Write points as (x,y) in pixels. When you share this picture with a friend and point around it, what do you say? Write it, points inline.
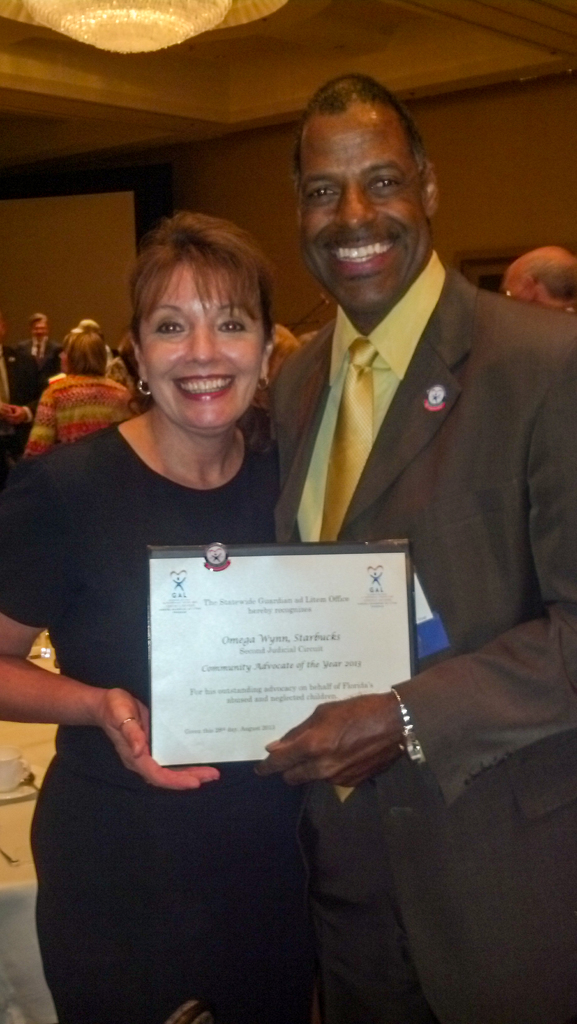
In this picture we can see a man (399,504) and a woman (211,499) standing and holding a certificate (245,622), in the background (102,389) there are some people (67,371) here, we can see a table (23,878) on the left side (19,888), we can see a chandelier (135,11) at the top of the picture (168,18).
